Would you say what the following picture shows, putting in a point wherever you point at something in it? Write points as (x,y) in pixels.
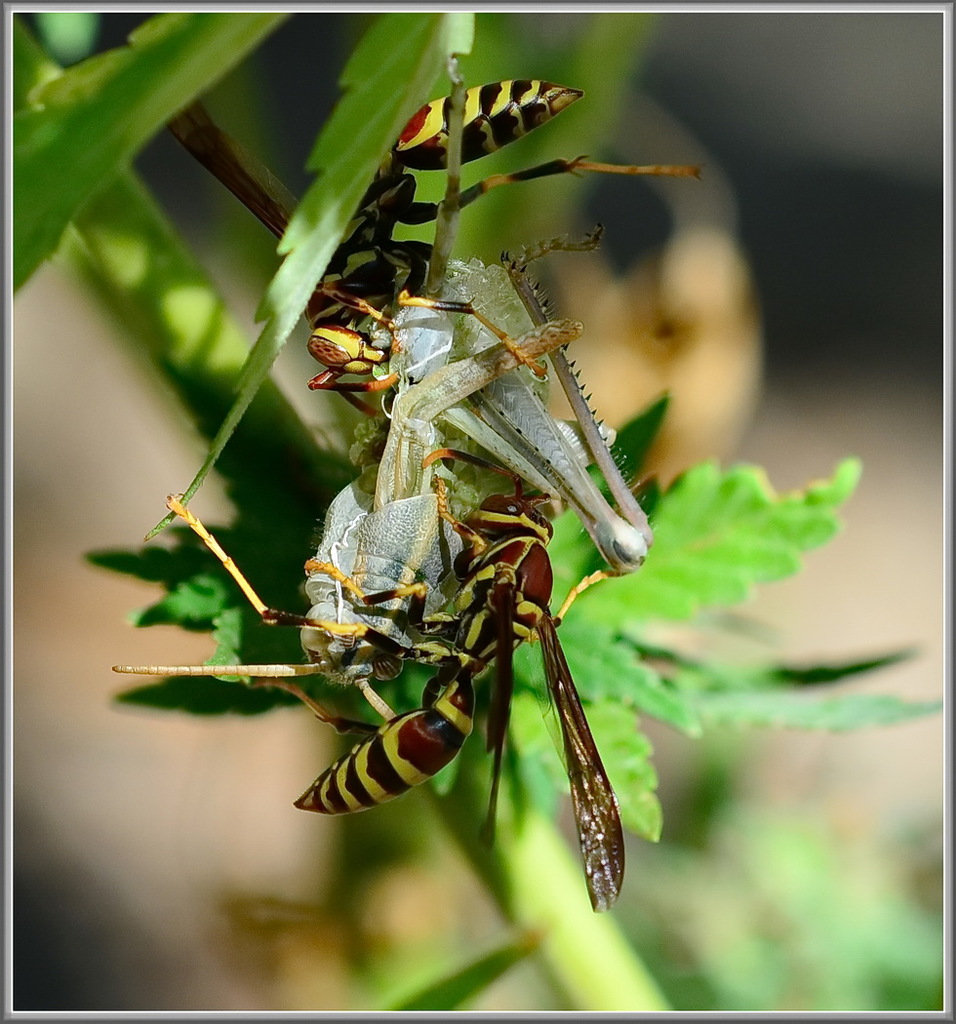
In this image there are few insects (450,520) on the plant (540,744) having few leaves (540,744). Background (794,906) is blurry.
